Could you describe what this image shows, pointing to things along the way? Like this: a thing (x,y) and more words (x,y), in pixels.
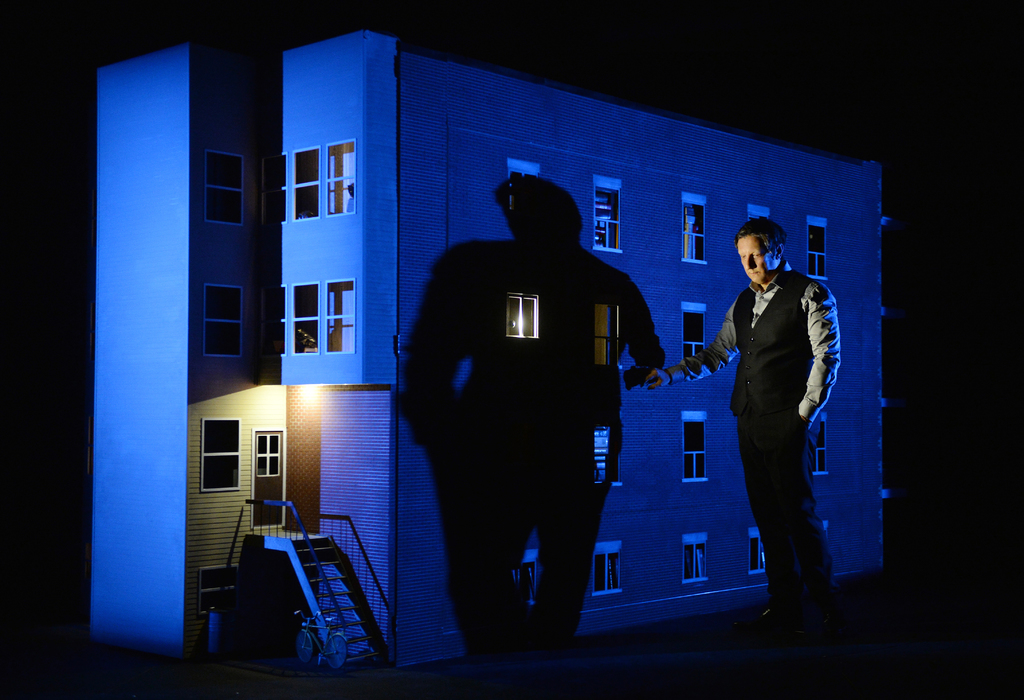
In this image, we can see a person (763,390) standing and in the background (465,308), there is a building (213,220) and we can see stairs (326,598), a bicycle (326,636) and there are lights (317,388) and we can see a shadow (451,506) of a person (747,413) on the wall (431,549).
